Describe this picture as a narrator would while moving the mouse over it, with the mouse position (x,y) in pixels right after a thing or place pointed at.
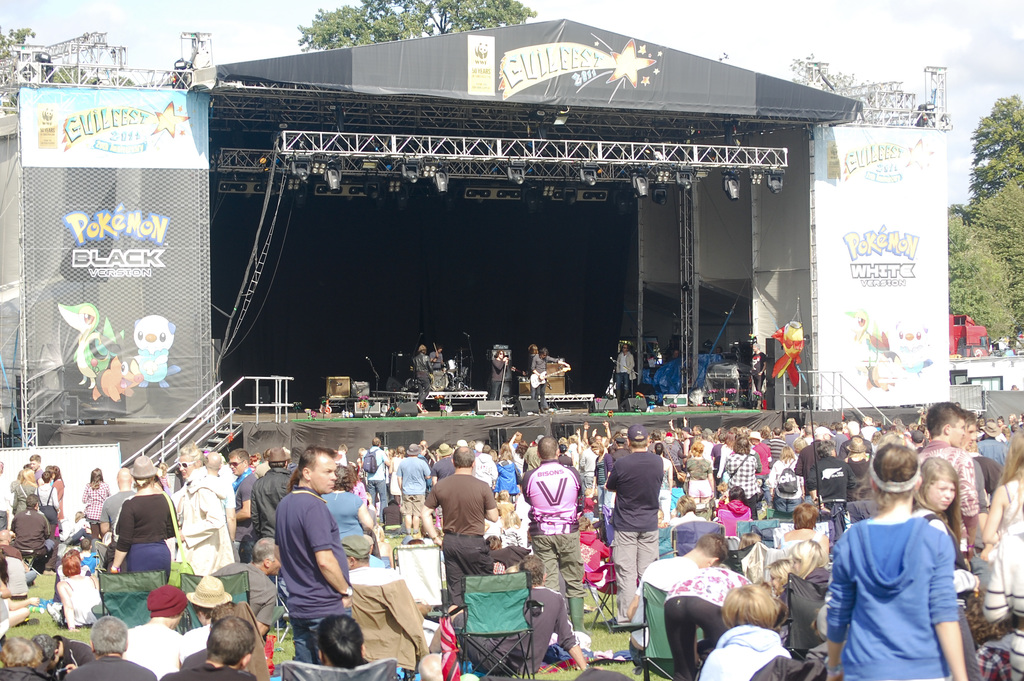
In this image in front (123,668) there are a few people (226,665) sitting on the chairs (493,574) and there are a few people (510,513) standing on the grass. In the center of the image (512,347) there is a stage (494,259). There are banners (880,286). There are a few people (621,378) playing musical instruments (542,377). There is a railing (267,416). In the background of the image (11,71) there are metal rods (226,87). There are trees (337,46) and sky (882,18).
